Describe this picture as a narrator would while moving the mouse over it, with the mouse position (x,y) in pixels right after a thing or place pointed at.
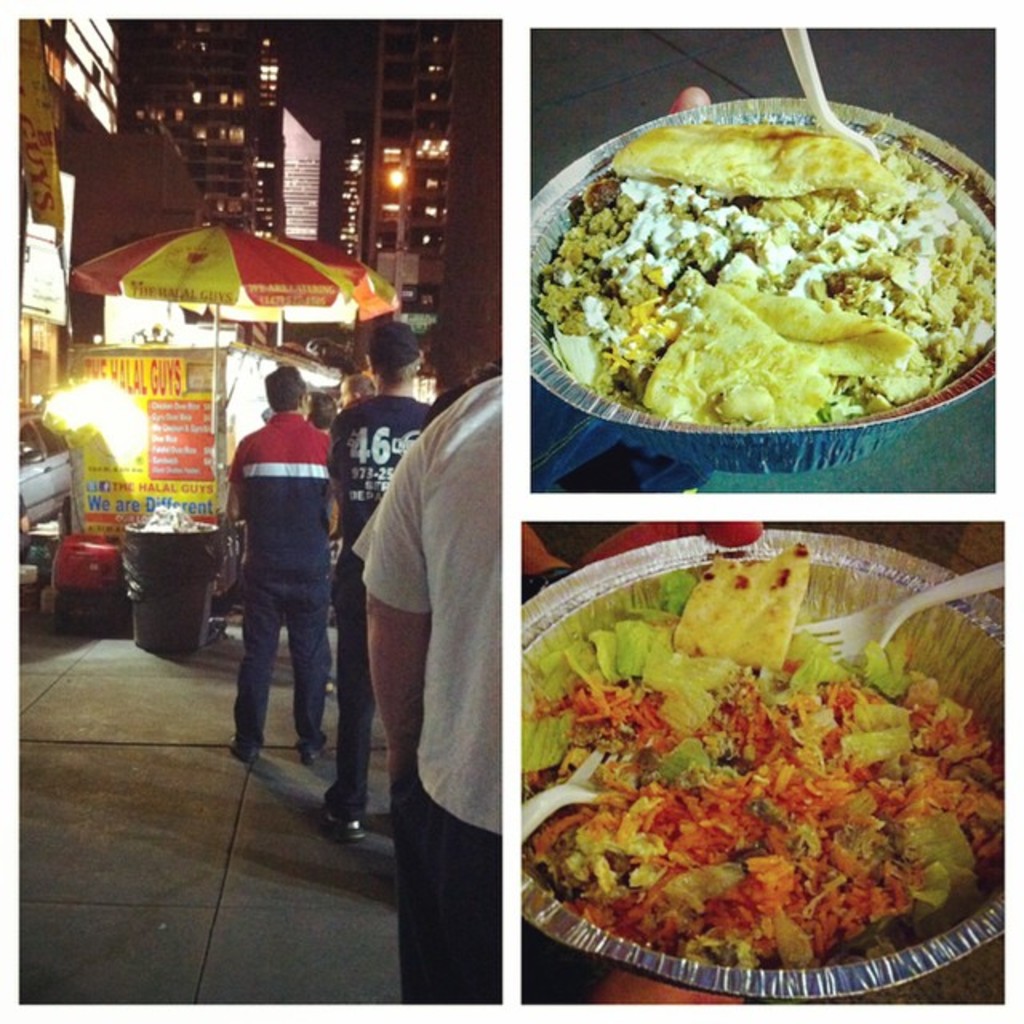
This is a collaged photo, on left side (307,634) image consisting of persons (359,590) standing and behind there is a basket (193,544), umbrella (218,315), vehicles (48,435), building (176,184) in the background (391,215). On right top side (804,253) image is having a bowl (811,438) with food (794,233) and one fork (818,98) in it. On right bottom (801,782) photo is also having a bowl (822,729) with food (745,855) and two forks (919,598) in it.
